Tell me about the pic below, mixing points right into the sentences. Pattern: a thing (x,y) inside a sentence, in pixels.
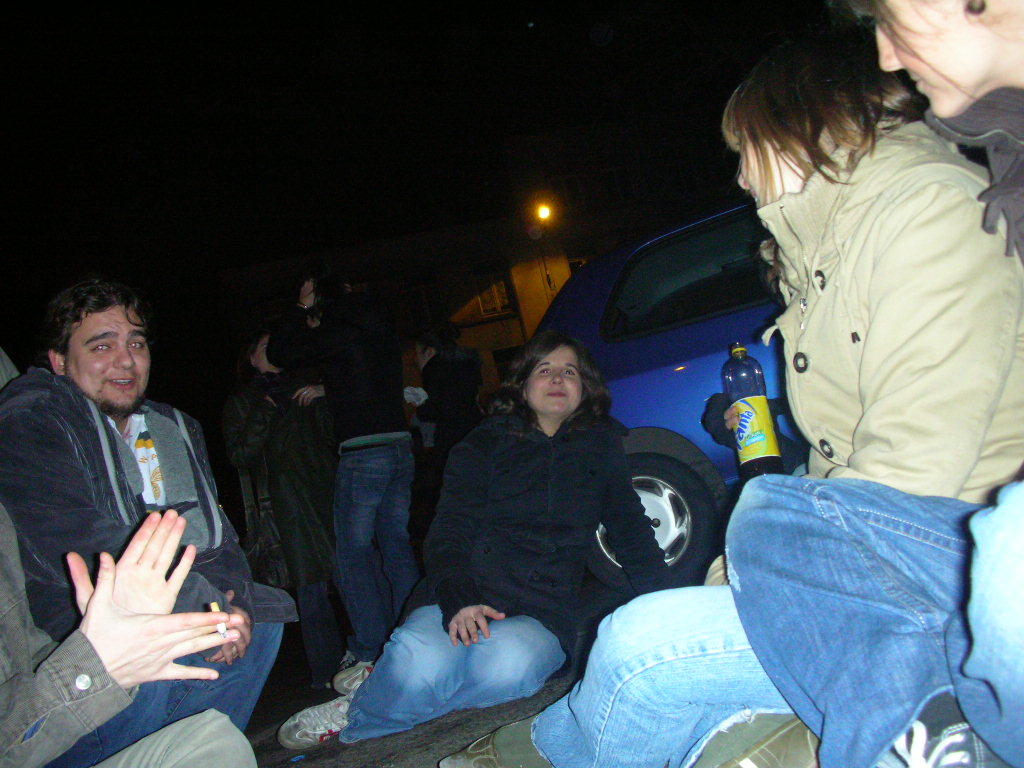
In this picture we can observe some people (638,527) sitting. There are women (528,616) and a man (79,519). In the background (422,382) there are some people (265,421) standing. We can observe blue color car (643,380) here. There is a building (522,298) and a light (548,213) in the background (476,300).
